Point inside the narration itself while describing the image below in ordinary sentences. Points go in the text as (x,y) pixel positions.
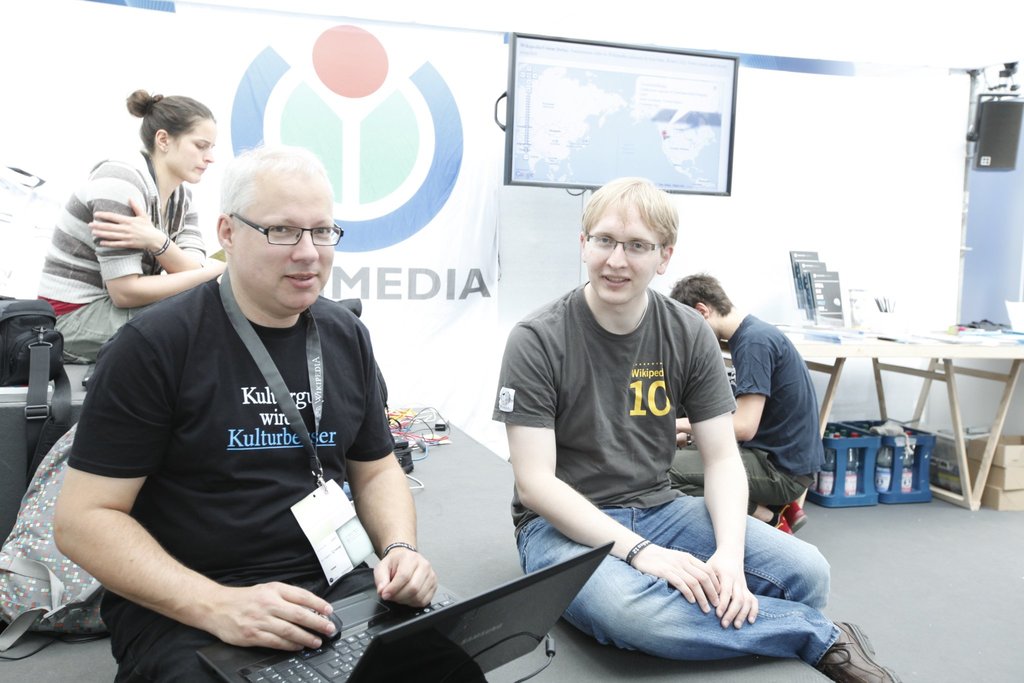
In the center of the image (561,346) we can see two people (725,407) are sitting on the stage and a man (327,592) is wearing id card (318,521) and holding a laptop (417,650), mouse (325,629). On the left side of the image (189,252) we can see the bags (65,624) and a lady (107,291) is sitting. In the background of the image (912,361) we can see the banner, wall (903,388), screen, cables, table (927,373), container (882,502), light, boxes (1006,453) and a man (803,398) is sitting on his knees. On the table (811,349) we can see the books (825,307), pens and some other objects (1002,340). In the bottom right corner (872,550) we can see the floor (930,596).
